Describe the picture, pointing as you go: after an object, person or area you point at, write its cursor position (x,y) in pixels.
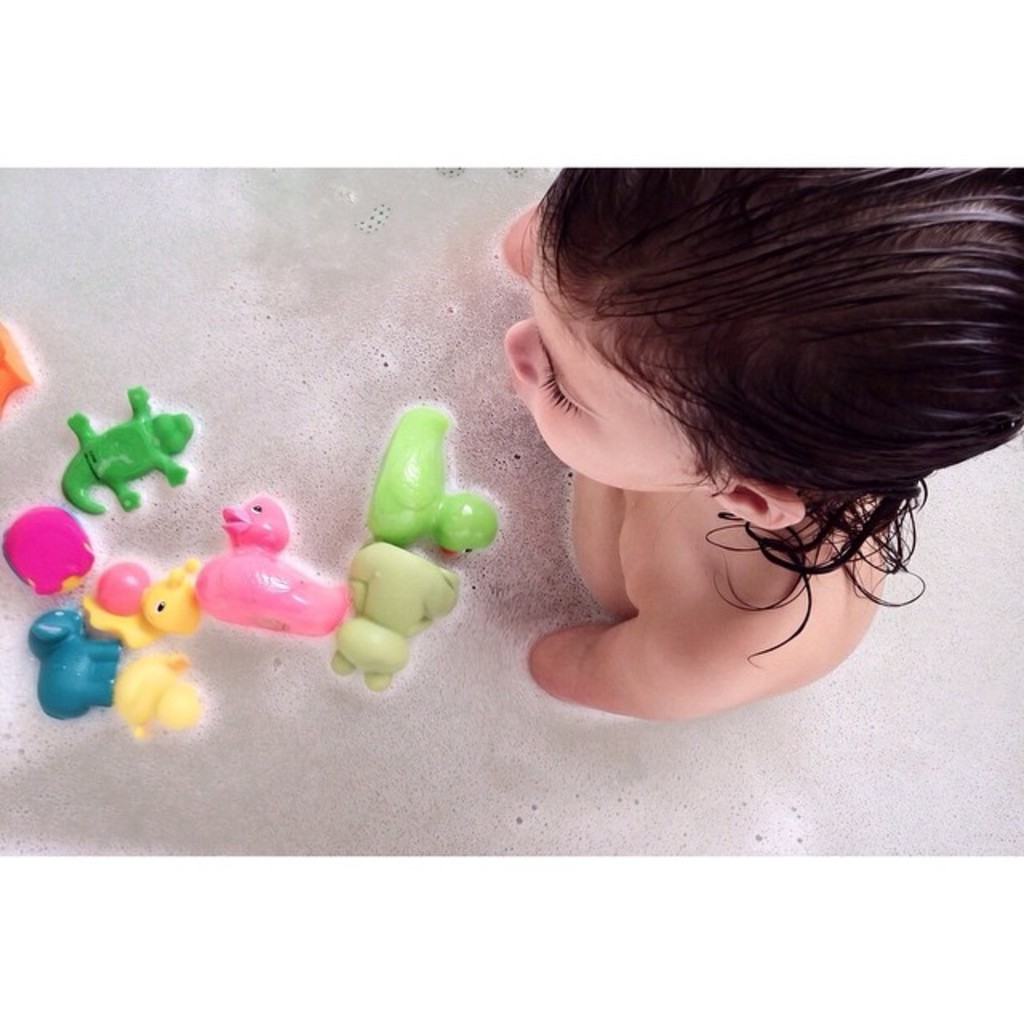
In this image we can see a baby (608,527) in the water (574,582). There are toys (263,570) on the water (414,743). Also there is soap foam (467,351) on the water (918,716).
